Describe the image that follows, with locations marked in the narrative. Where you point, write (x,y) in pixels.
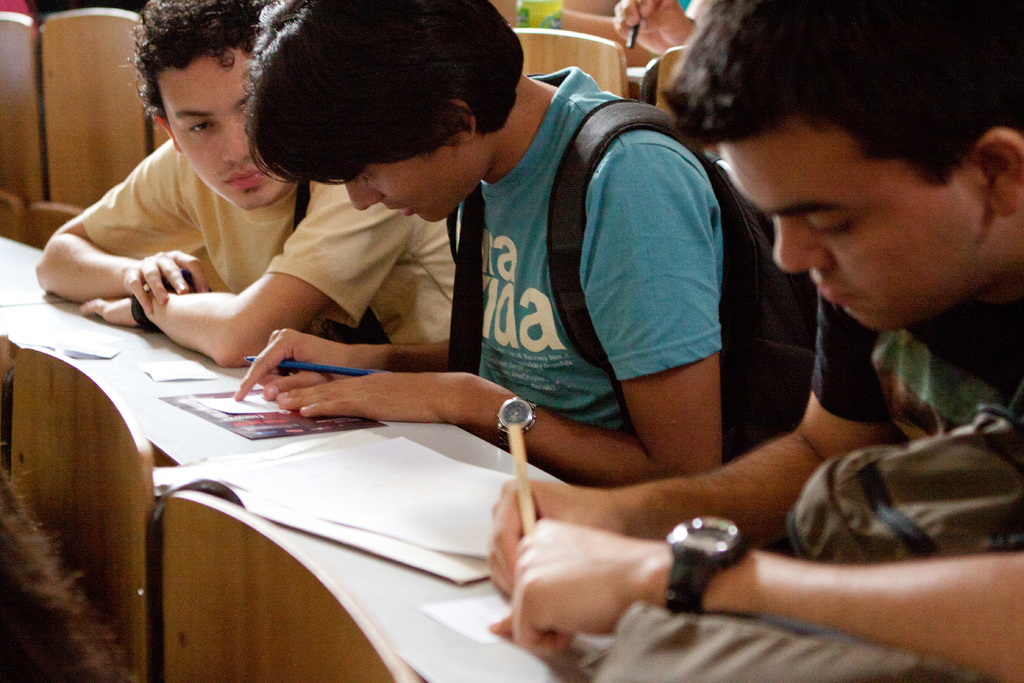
In this image I can see few men (211,315) are sitting and I can see the right two of them are holding pens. In the front of them I can see few papers (392,515) and in the background (654,38) I can see hand (662,37) of a person (574,25) and a bottle (538,22).
